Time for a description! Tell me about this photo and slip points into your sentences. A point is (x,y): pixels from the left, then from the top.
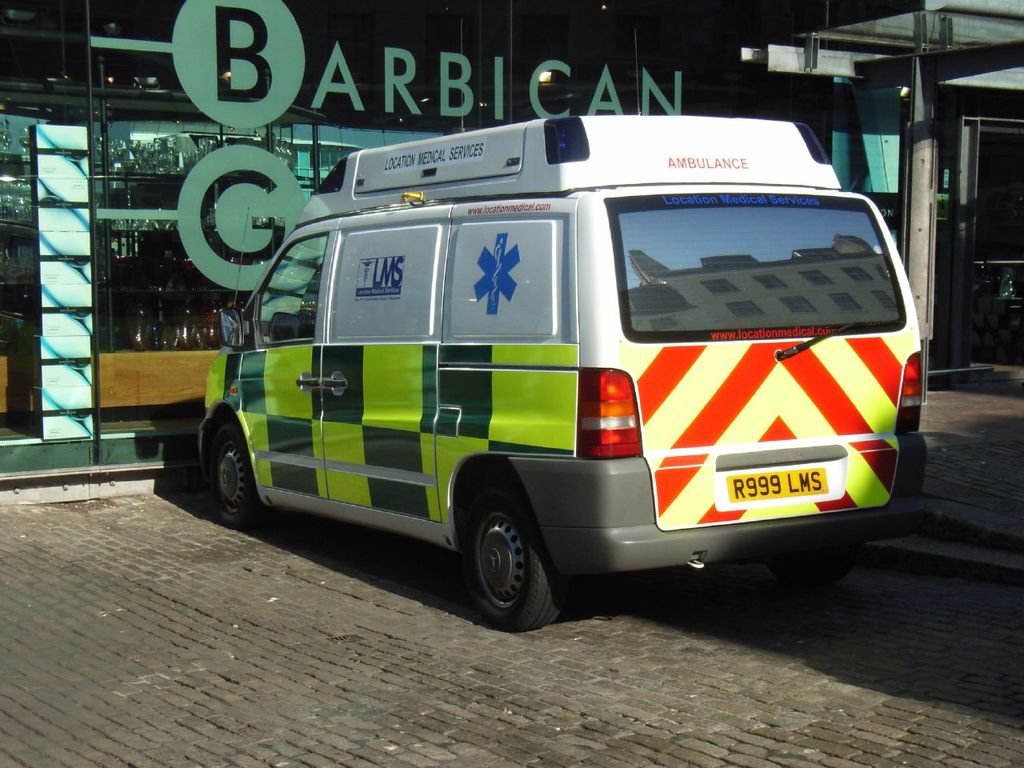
In this picture I can see the ambulance (553,184) which is parked near to the building (917,223). On the right (999,247) I can see the door (961,232).
